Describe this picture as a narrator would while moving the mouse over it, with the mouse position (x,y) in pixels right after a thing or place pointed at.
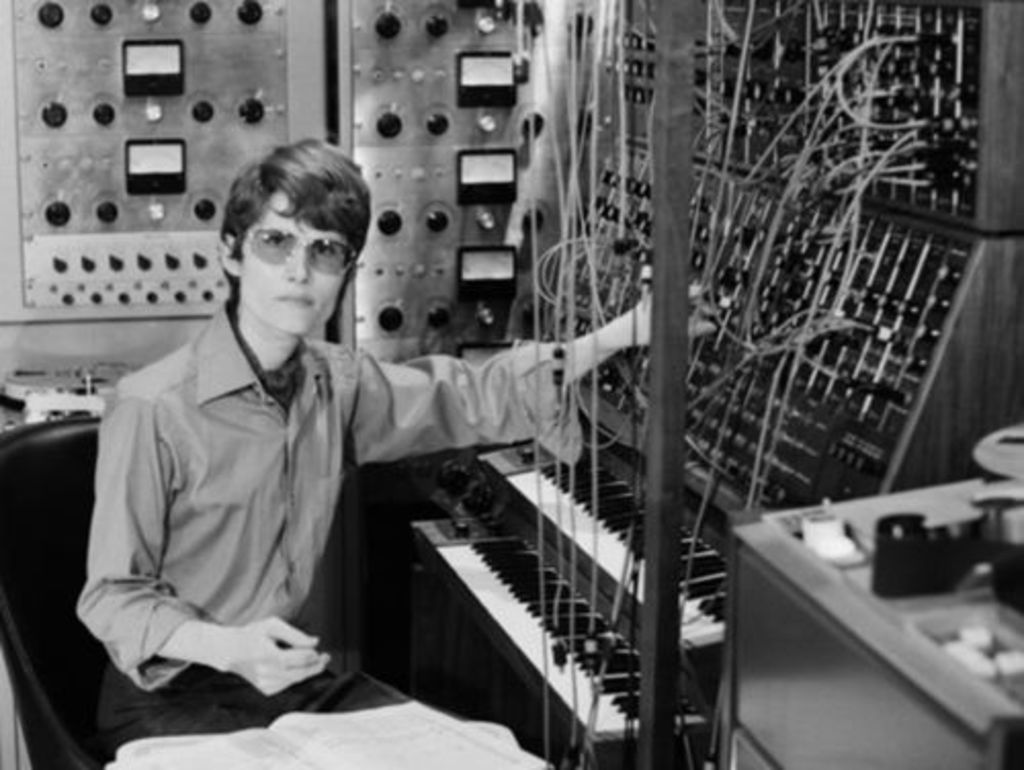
The image is inside the room (481,231). In the image there is a person (169,404) sitting on chair (31,635) in front of a musical keyboard (493,560). On right side (763,201) we can see some wires (589,267) in background (228,80) there is a electric machine (295,127).
